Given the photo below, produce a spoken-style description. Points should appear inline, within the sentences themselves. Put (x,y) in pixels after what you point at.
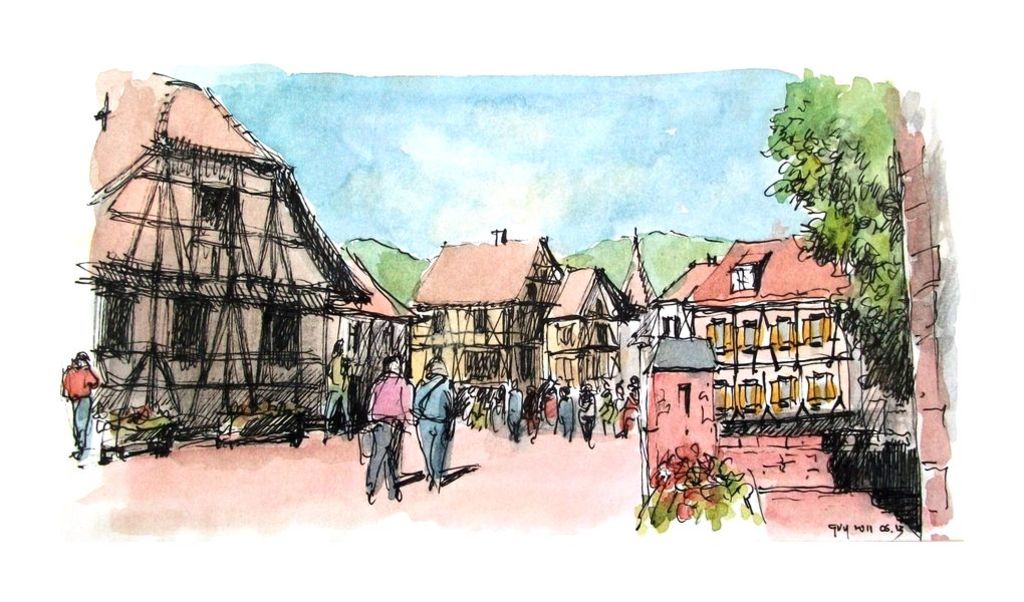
This is an animated image, in this image there are some houses (212,376) and some people (382,432) are walking and some of them are standing. In the background (613,263) there are some trees (670,253).
